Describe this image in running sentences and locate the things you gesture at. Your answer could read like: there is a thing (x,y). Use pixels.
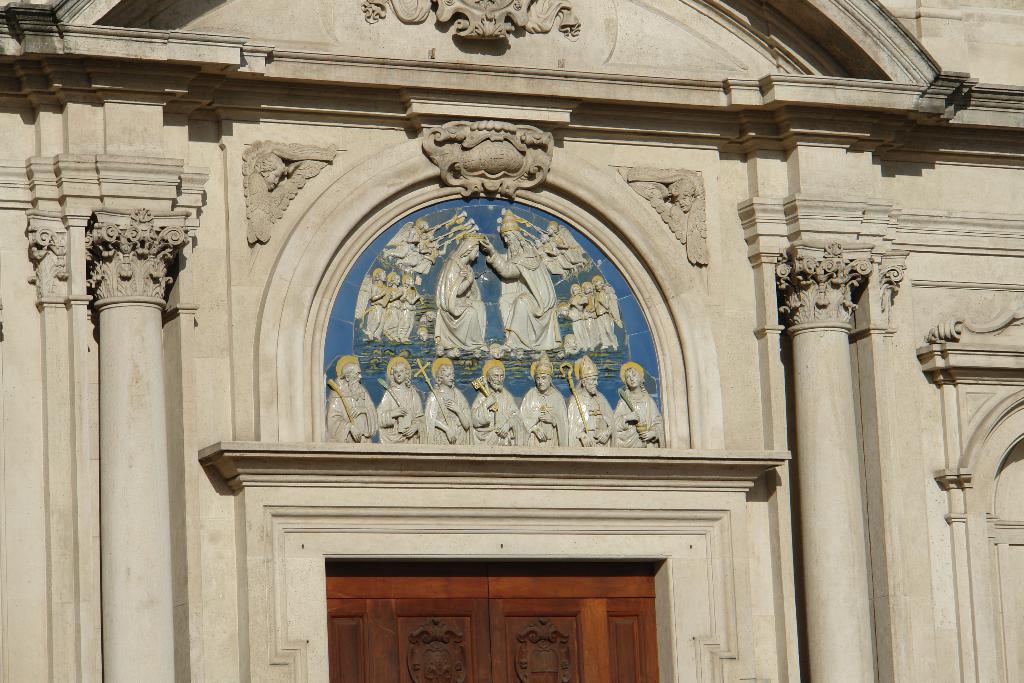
In this image there are carvings (553,360), sculptures (559,309) and pillars (818,429) for a wall (92,135), below the sculptures (480,431) there is a door (431,634).
